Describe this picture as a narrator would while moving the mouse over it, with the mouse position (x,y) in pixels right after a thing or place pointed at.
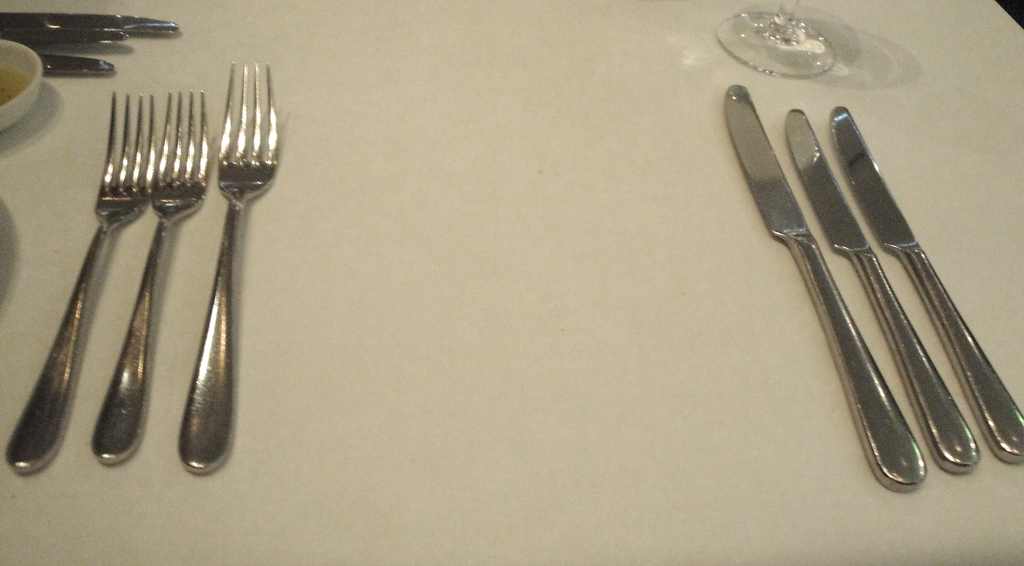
In this picture we can see few forks (146,180), knives (856,159), glass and other things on the table (483,253).
